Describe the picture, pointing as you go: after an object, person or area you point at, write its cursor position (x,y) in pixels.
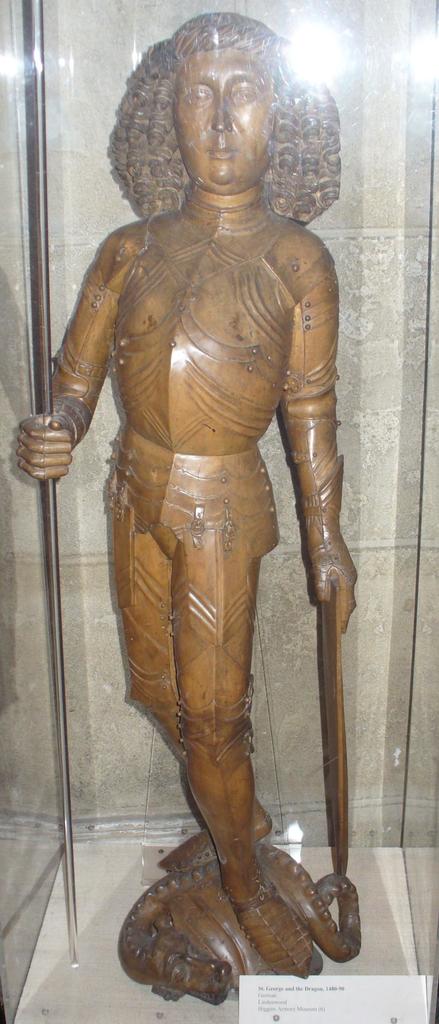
The picture consists of a statue (206,570) in a glass box (369,924). At the bottom (345,996) there is name plate (353,1015).
